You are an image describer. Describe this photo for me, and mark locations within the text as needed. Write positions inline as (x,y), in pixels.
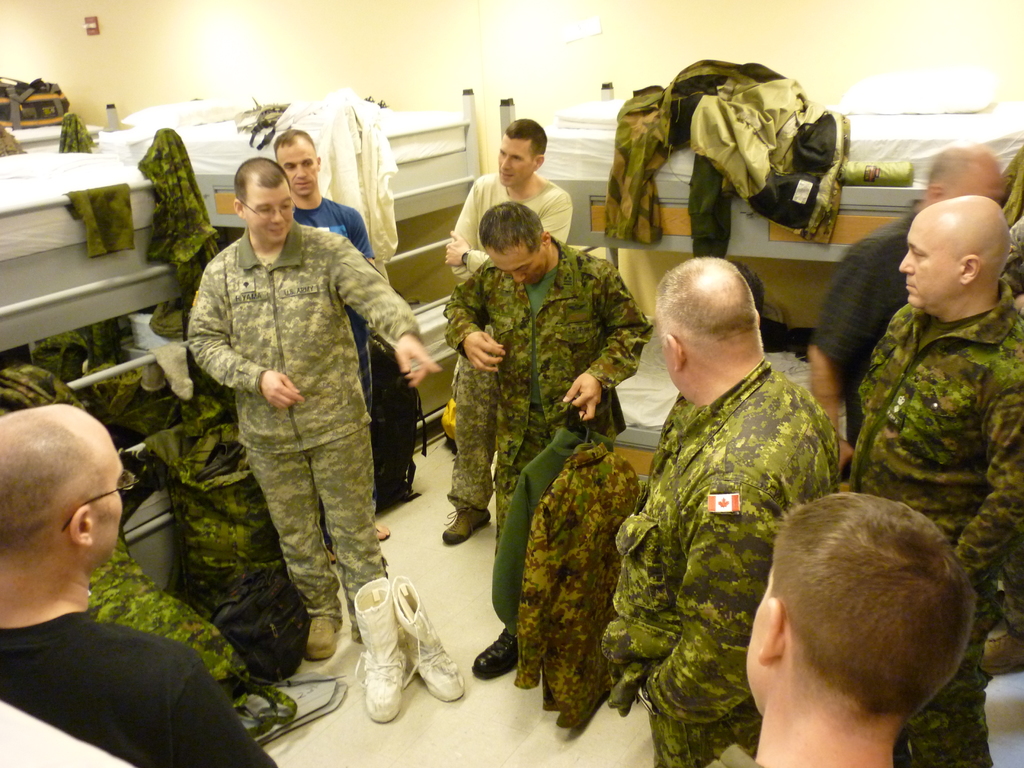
In this picture we can see a group of people (921,699) standing on the floor (537,759), shoes (379,609), clothes (183,167), bunk beds (50,216), bags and in the background (739,46) we can see wall (371,24).
